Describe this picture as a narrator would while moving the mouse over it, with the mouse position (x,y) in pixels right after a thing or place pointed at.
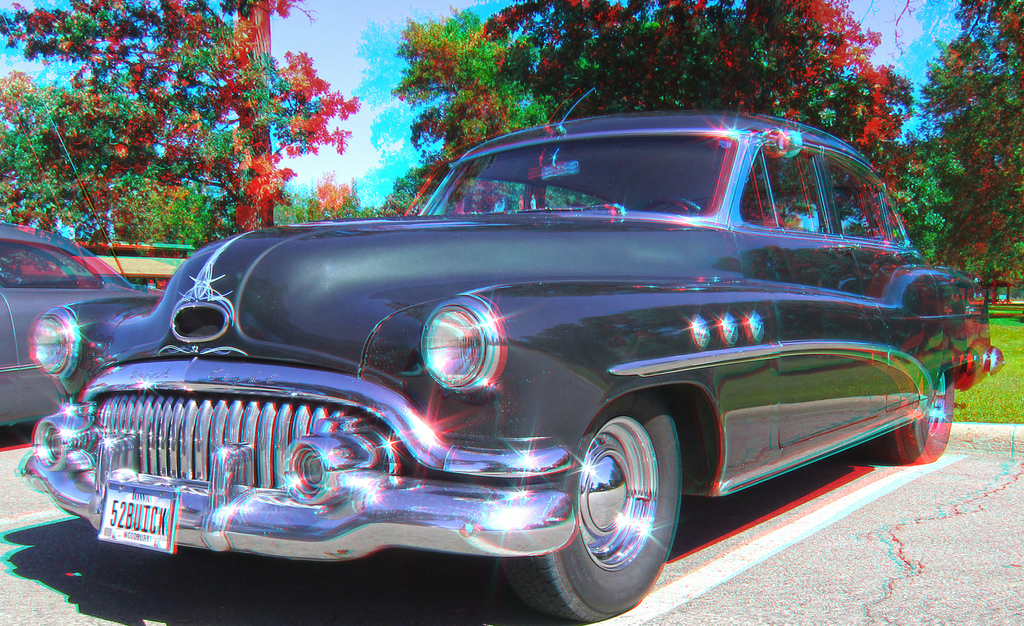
This picture seems to be an edited image. In the foreground (234,399) we can see the vehicles (421,331) seems to be parked on the ground (832,517). In the background (374,31) we can see the sky (351,58), trees (599,62), green grass (1014,360) and some other objects (132,258) and some houses (147,249).
